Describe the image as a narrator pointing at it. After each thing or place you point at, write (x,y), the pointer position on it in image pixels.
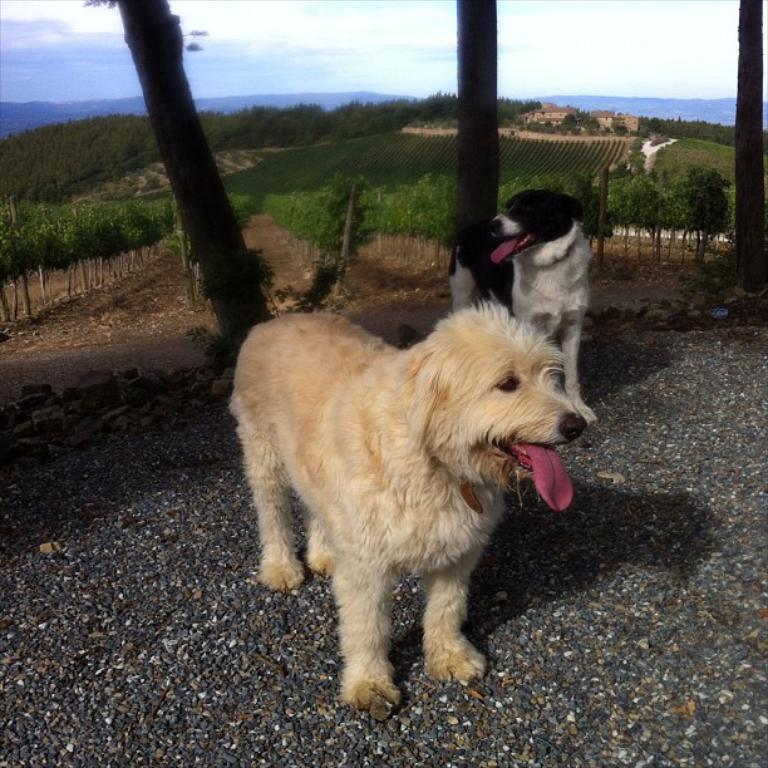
This image is taken outdoors. At the bottom of the image (136,643) there is a road (683,420). In the background (259,157) there are many trees (121,153) and plants (699,174) and there are buildings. At the top of the image (359,73) there is a sky (208,66) with clouds (549,49). In the middle of the image (257,366) there are two trees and two dogs (455,394) on the ground (586,337).
